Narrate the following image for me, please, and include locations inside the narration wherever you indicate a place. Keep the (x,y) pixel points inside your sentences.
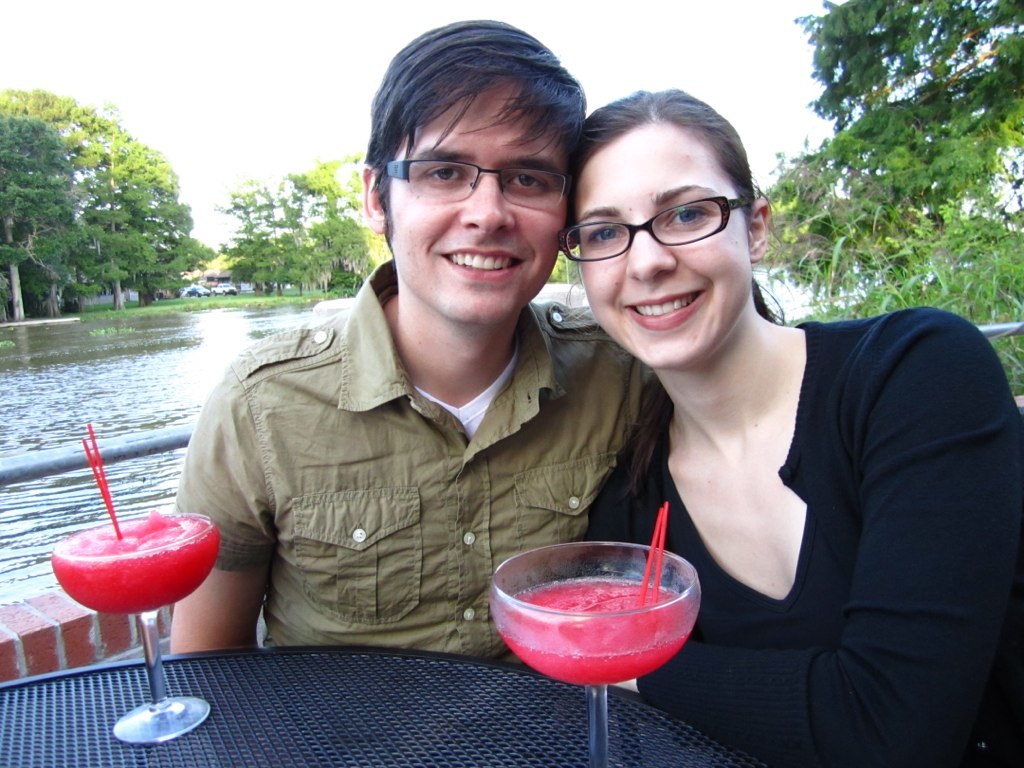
In the foreground of this image (763,376), there is a man (581,494) and a woman (766,390) sitting in front of a table (256,696) on which there are two glasses (604,686). In the background (194,341), there is water (180,351), trees (911,206) and the sky (662,59).
